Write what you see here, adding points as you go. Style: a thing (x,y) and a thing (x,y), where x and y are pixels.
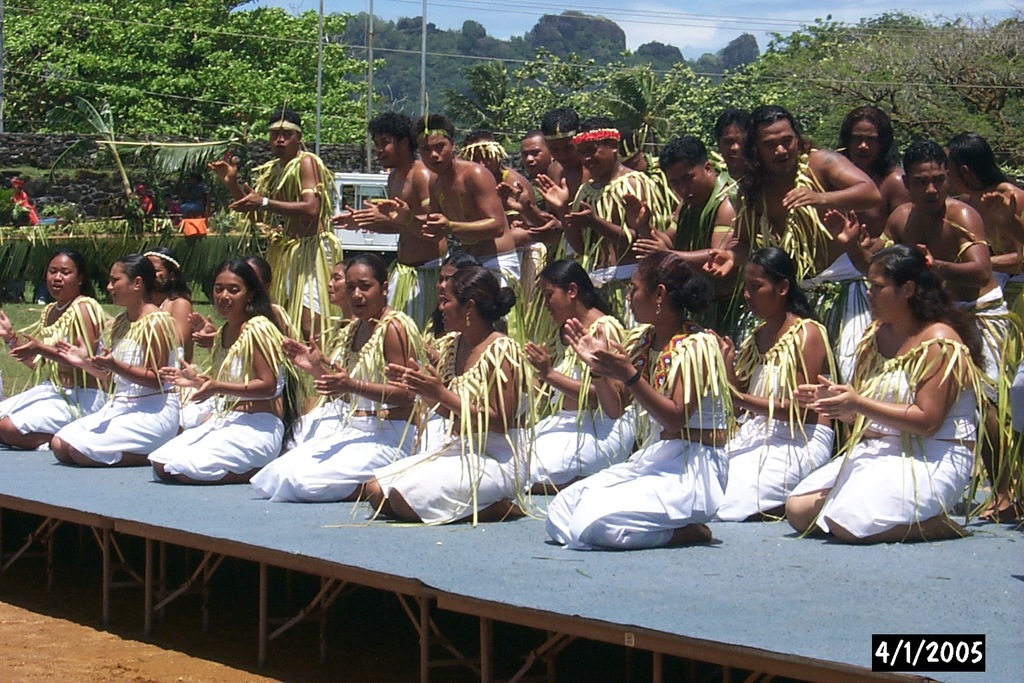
In this picture there are people (389,147), among them there are women (152,258) sitting on the stage (500,548). In the background of the image (156,235) we can see vehicle (351,240), leaves (153,232), trees (679,117), poles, wires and sky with clouds (759,29). In the bottom right side of the image (907,645) we can see date (915,645).
